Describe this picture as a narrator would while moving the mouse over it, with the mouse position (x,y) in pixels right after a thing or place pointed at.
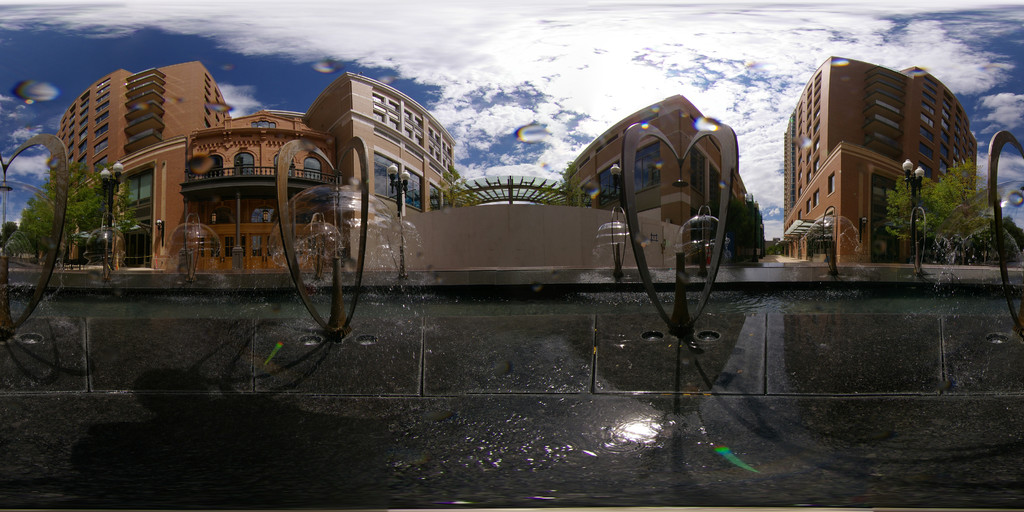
In this image in front (51,255) there is a compound wall (1009,413) with metal structures (51,241). In the background of the image (402,165) there are buildings (297,188), trees (940,214), lamp posts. At the top of the image (511,57) there are clouds (536,82) in the sky (551,88).
